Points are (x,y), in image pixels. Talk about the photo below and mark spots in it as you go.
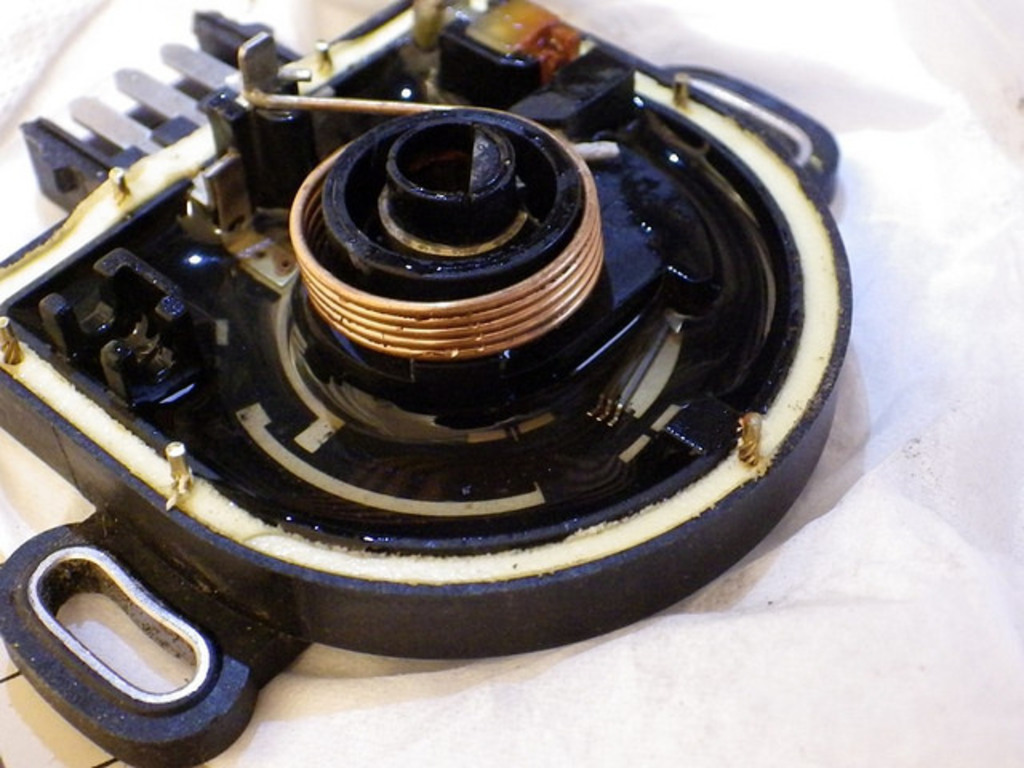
The picture consists of a tool (545,441) in which we can see copper winding (377,305). On the right (864,200) there is a white color cloth (892,543).
